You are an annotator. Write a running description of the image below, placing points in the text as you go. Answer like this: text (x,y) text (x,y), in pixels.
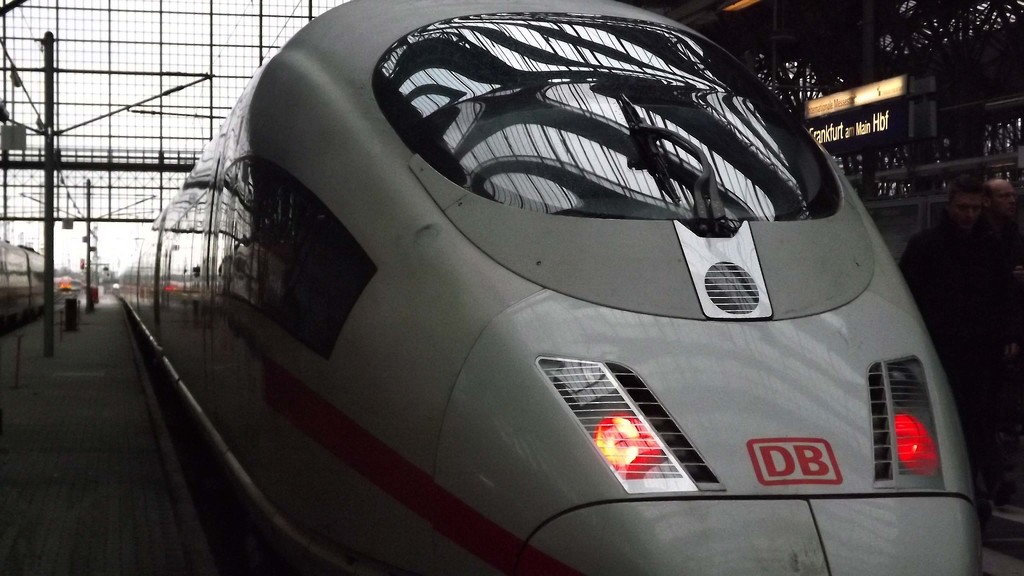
In this image I can see train (356,289) and here I can see few words (794,465) are written in red color. In the background (112,387) I can see platform (104,382), poles (46,268) and a black color board (845,151) and on it I can see something is written.
